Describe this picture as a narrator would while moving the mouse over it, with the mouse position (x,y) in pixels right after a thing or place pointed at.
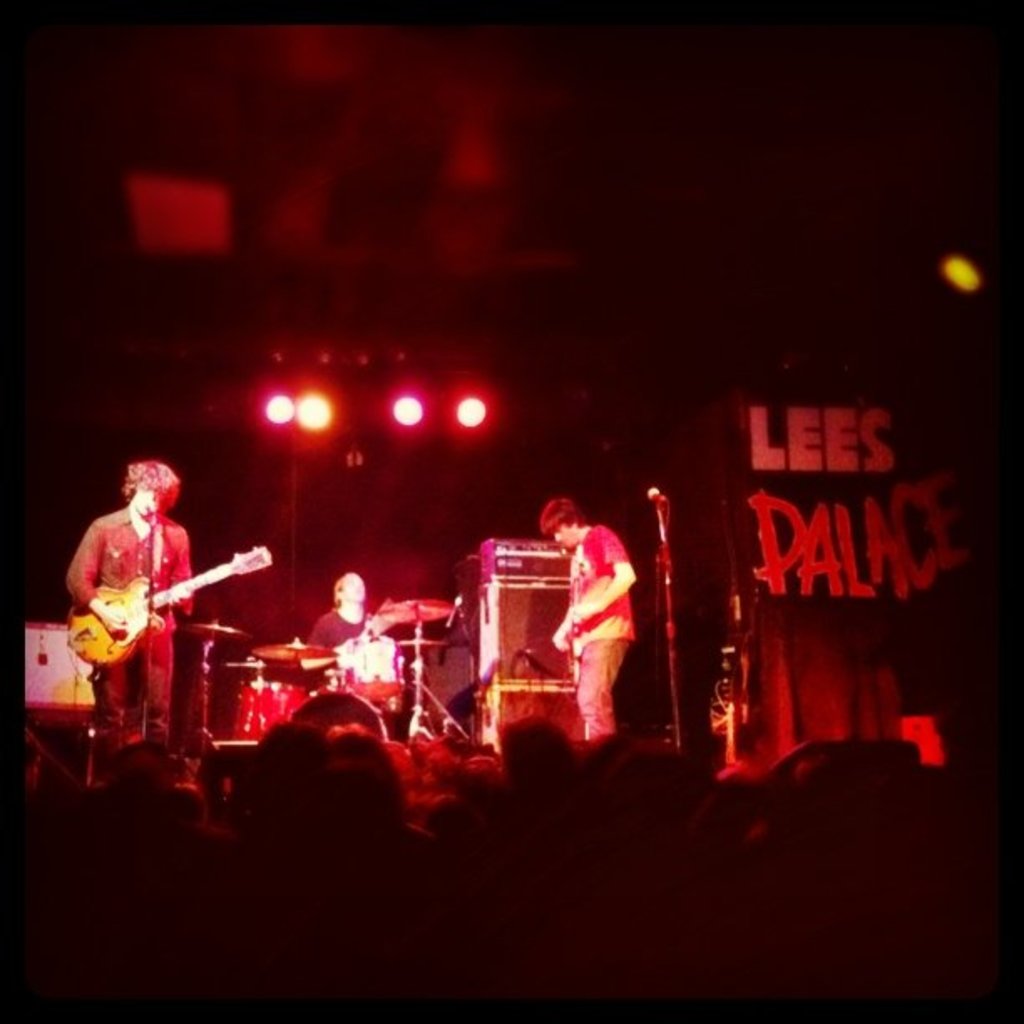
in the picture there are three persons (350,628) playing different musical instruments (349,666).
